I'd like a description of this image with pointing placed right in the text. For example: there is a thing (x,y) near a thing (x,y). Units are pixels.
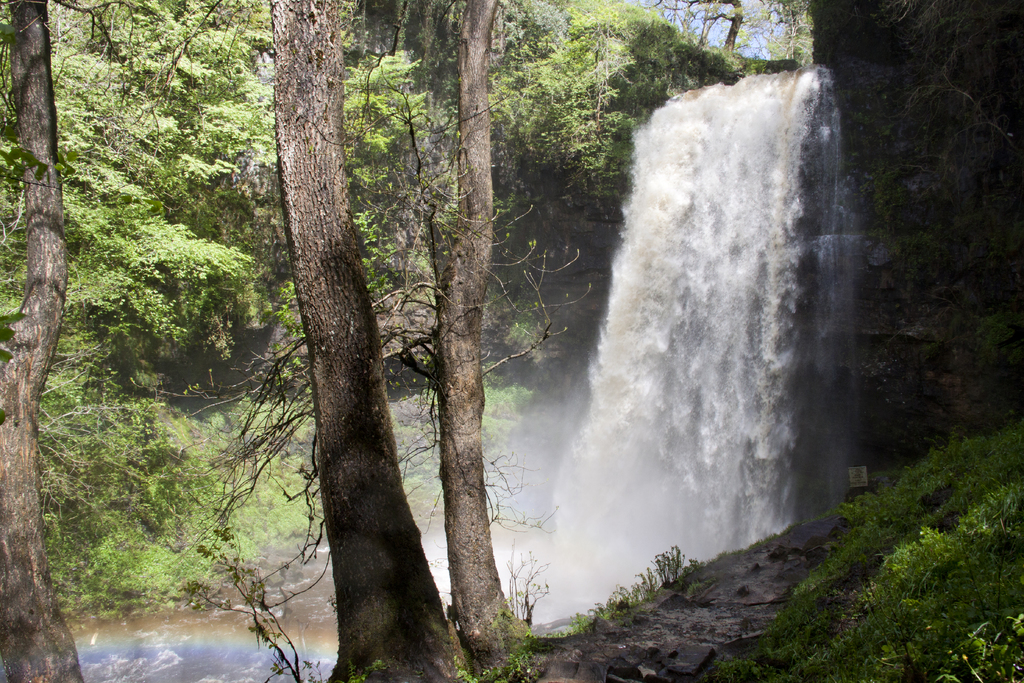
In the picture there is a beautiful waterfall (664,470) and around the waterfall (697,205) there are many trees (295,90).
